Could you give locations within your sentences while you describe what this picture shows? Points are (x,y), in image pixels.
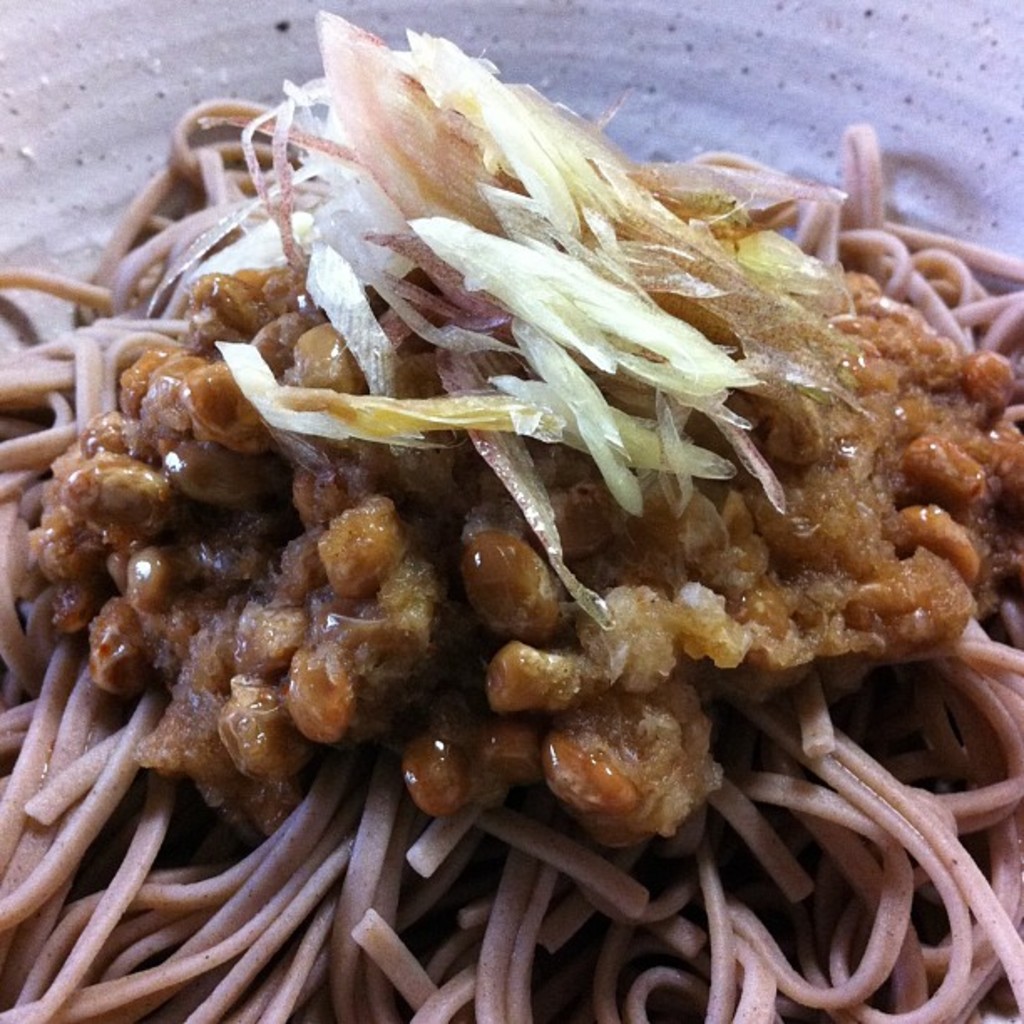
In this image, there is some food (58,813) kept in a plate (716,67).
